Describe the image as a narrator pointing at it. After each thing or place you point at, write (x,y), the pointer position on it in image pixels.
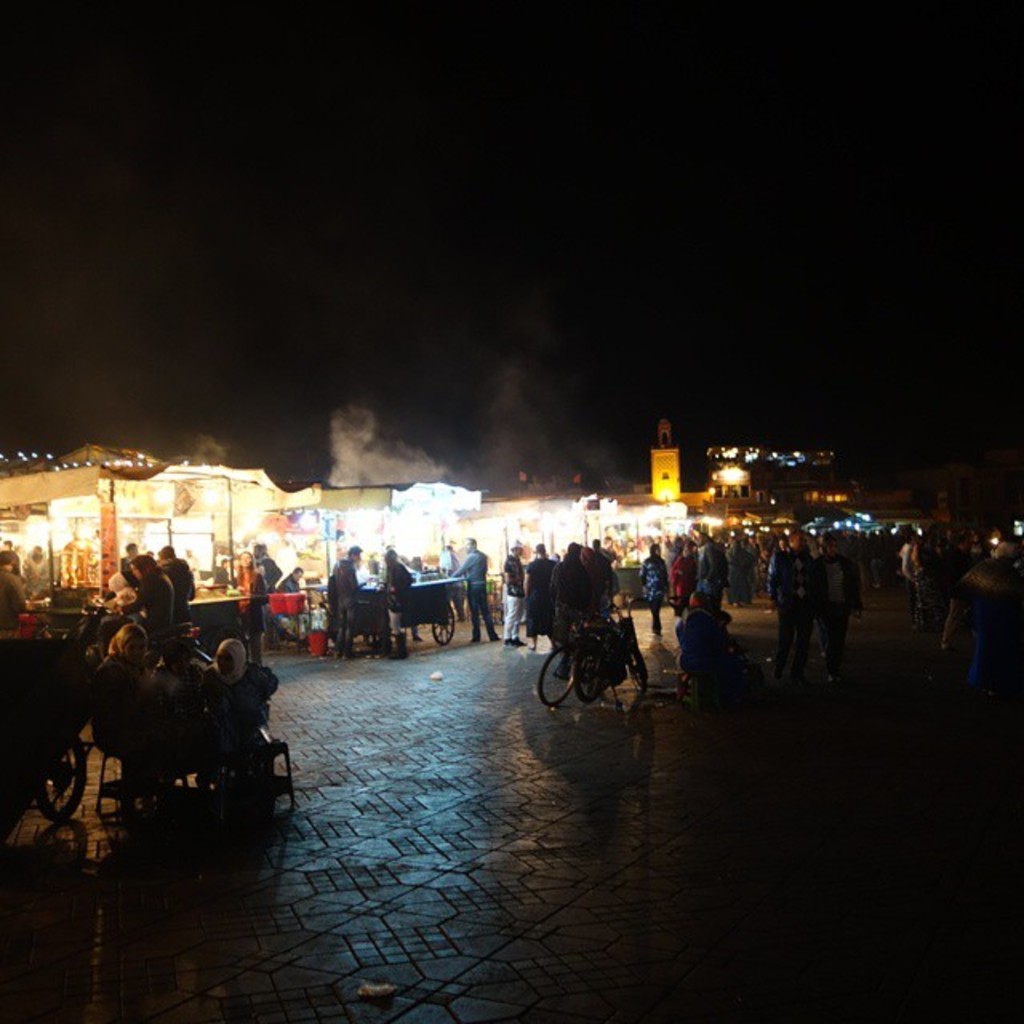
In this picture we can see the stores (559,513), lights (577,507), building (750,502), roofs (446,485), smoke (427,454), vehicles (208,651), tables (374,583) and some people (643,580) are standing. On the left side of the image (252,715) we can see some people (234,726) are sitting on the benches (264,773) and also we can see a vehicle (16,686). In the center of the image (615,645) we can see the vehicles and some people (703,638) are sitting on the tables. At the bottom of the image (590,777) we can see the road (544,821). At the top (415,289), the image is dark.
